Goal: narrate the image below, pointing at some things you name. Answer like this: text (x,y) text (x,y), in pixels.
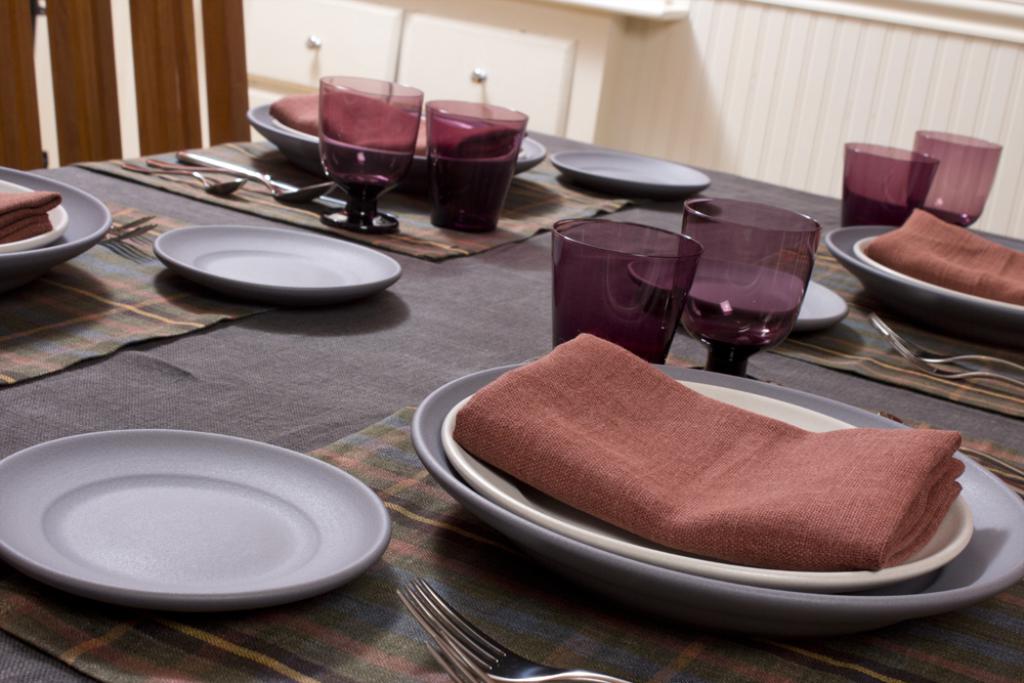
In this image I can see number of plates (312,252), glasses (957,204) and spoons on this table (281,421).
